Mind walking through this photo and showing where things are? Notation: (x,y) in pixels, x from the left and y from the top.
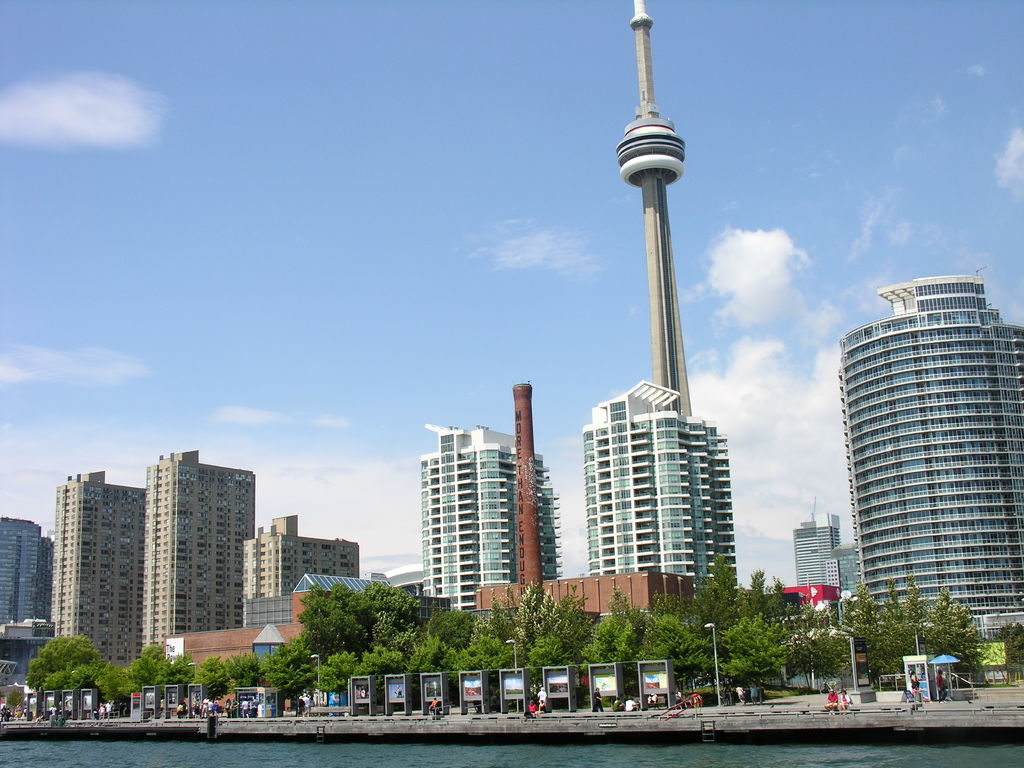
In this image there is a water surface (123,746), in the background (65,712) there is a path (946,709), on that path (984,709) there are people (110,706) walking and there are boards (649,669), behind the boards (82,689) there are trees (117,689), buildings (718,524), tower (667,275) and the sky (541,313).
